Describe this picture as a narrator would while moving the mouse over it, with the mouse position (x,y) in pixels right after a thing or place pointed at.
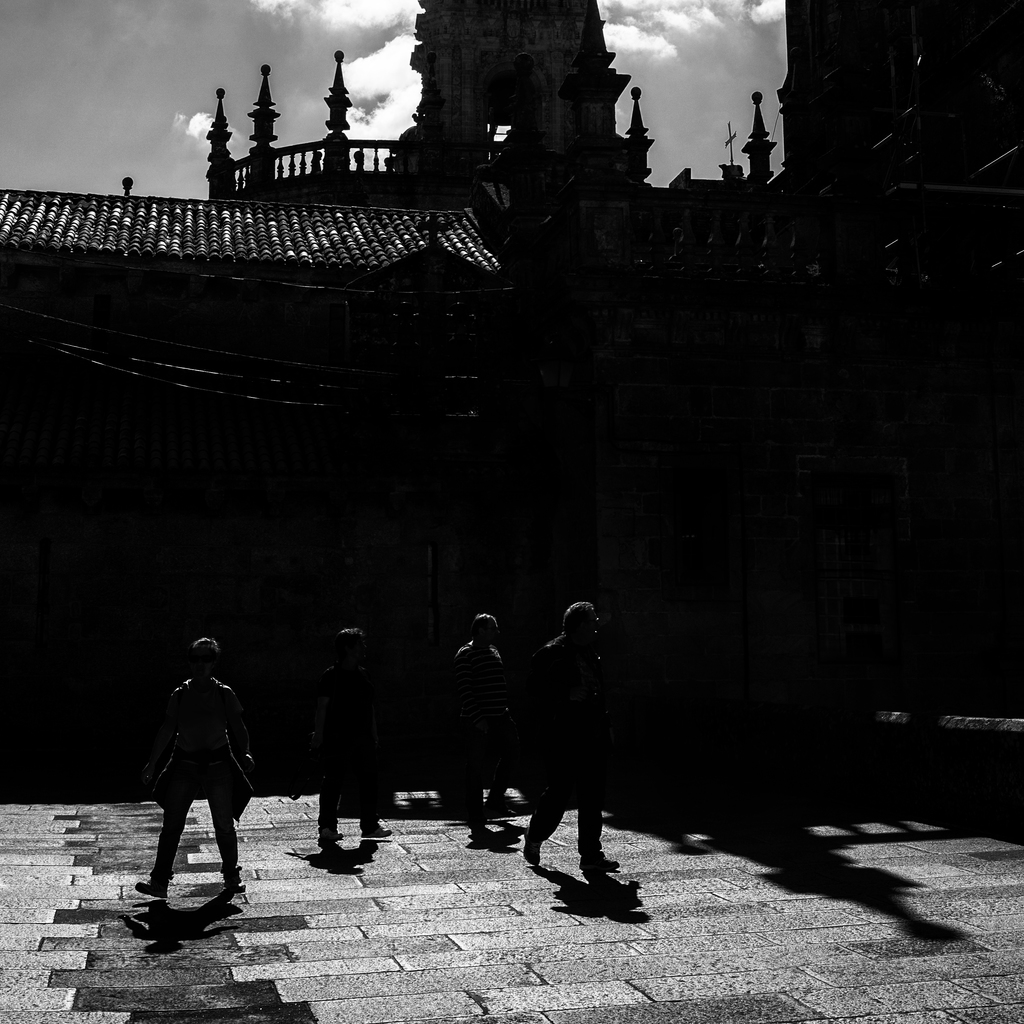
In this image, we can see a group of people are walking on the platform (585,934). Background (988,639) we can see a house (535,236) with railings (346,163) and pillars (578,201). Top of the image (350,52), we can see the sky (121,115).
